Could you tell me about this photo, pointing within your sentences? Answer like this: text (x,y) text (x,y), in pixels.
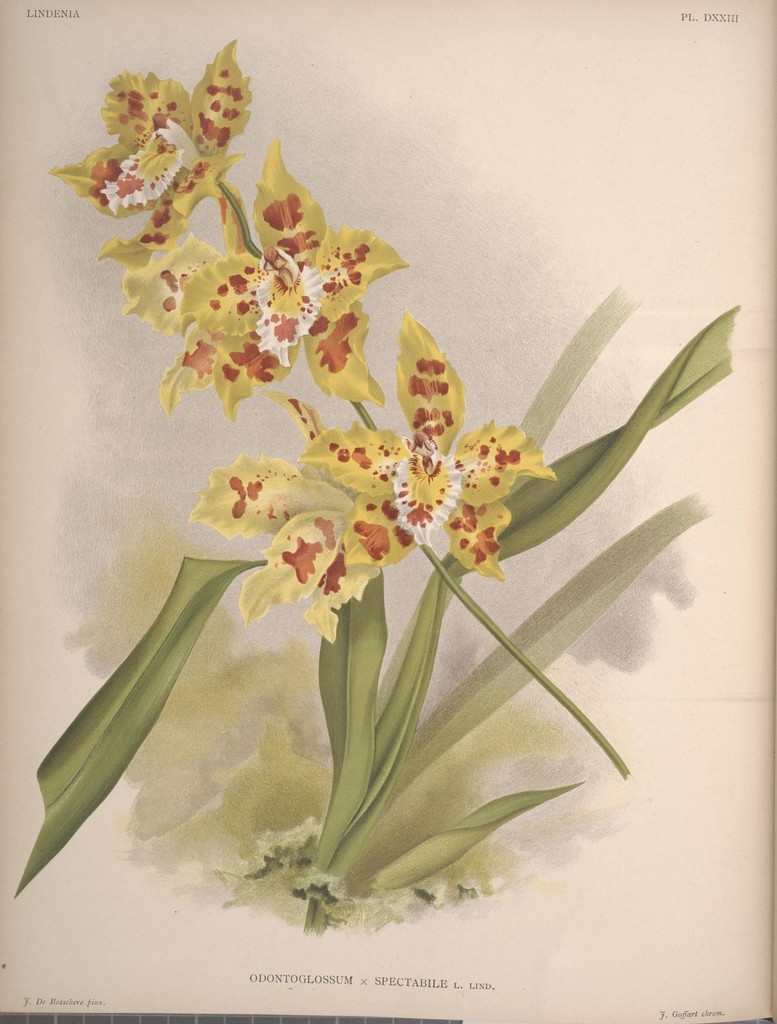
In this image, we can see a poster (519,625). In this poster (294,583), there are few flowers (327,608) with stem (542,680) and leaves (355,704). At the top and bottom of the image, we can see some text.
